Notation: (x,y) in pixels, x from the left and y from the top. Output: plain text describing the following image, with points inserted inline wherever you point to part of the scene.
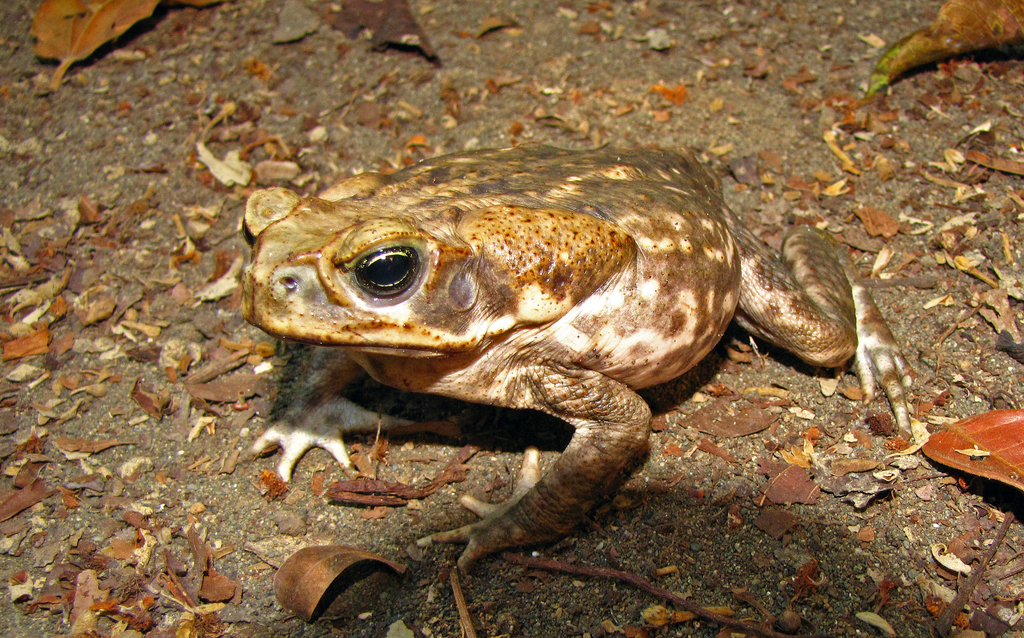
In this image there is a frog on the land (603,135) having few dried leaves (100,304) on it.
